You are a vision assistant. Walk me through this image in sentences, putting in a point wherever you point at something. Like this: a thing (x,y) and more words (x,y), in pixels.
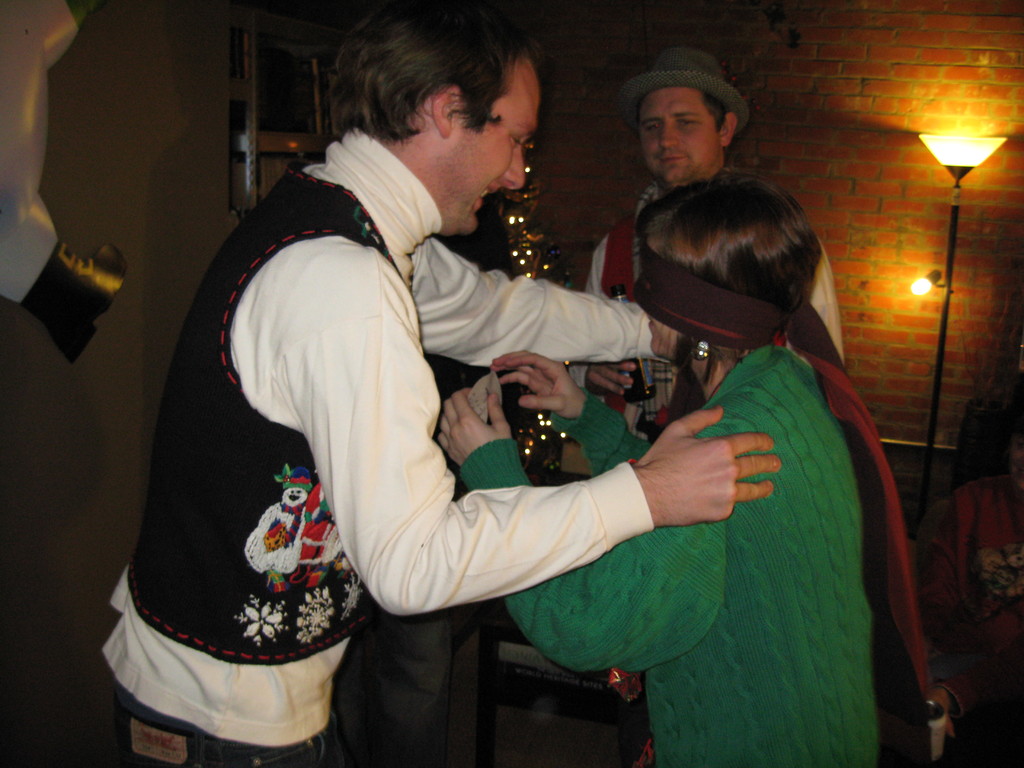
In the picture I can see three people (737,545) are standing on the floor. In the background (964,372) I can see lights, a person (995,716), a brick wall (903,313) and some other objects (924,444).
